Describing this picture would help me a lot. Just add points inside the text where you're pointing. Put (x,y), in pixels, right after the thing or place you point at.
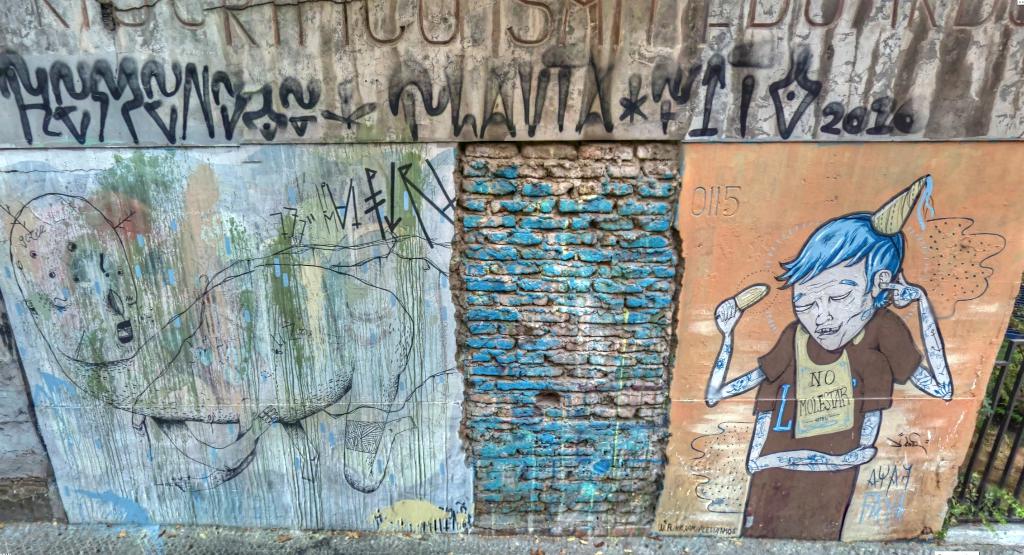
In this image there are paintings (387,388) and words (424,85) on the wall (488,122), and there are iron grills (978,473), plants (968,516).
